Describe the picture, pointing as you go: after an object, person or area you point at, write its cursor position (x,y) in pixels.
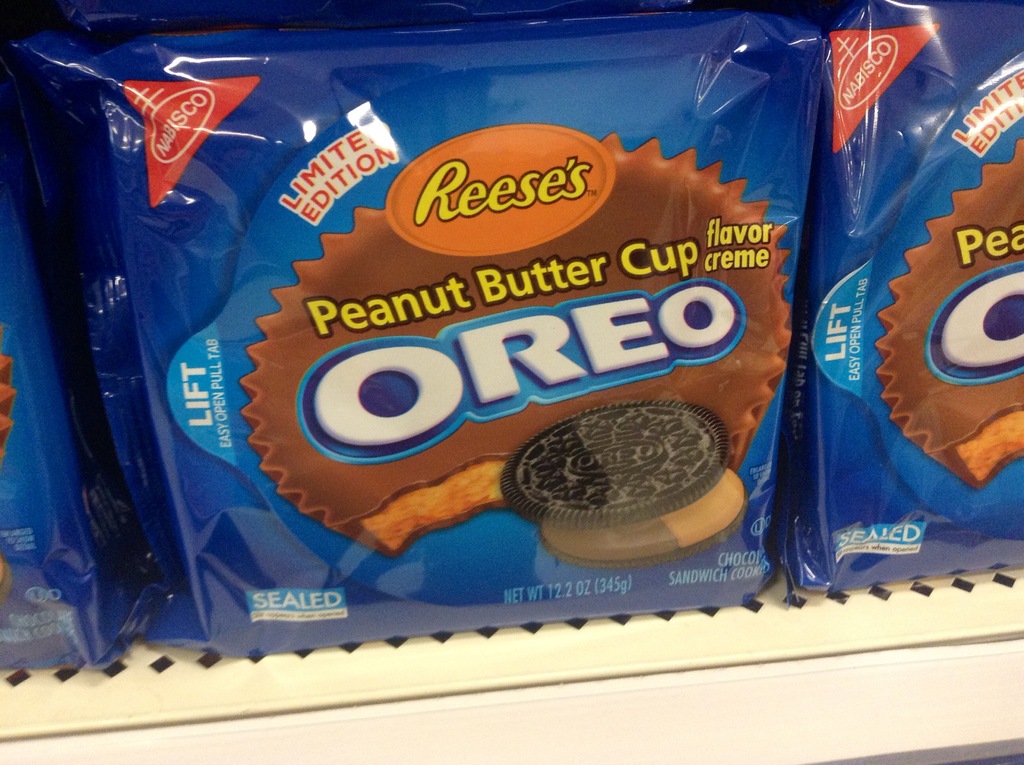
In this image we can see a biscuit packet (513,400) written Oreo on it is placed in a rack (763,629).
